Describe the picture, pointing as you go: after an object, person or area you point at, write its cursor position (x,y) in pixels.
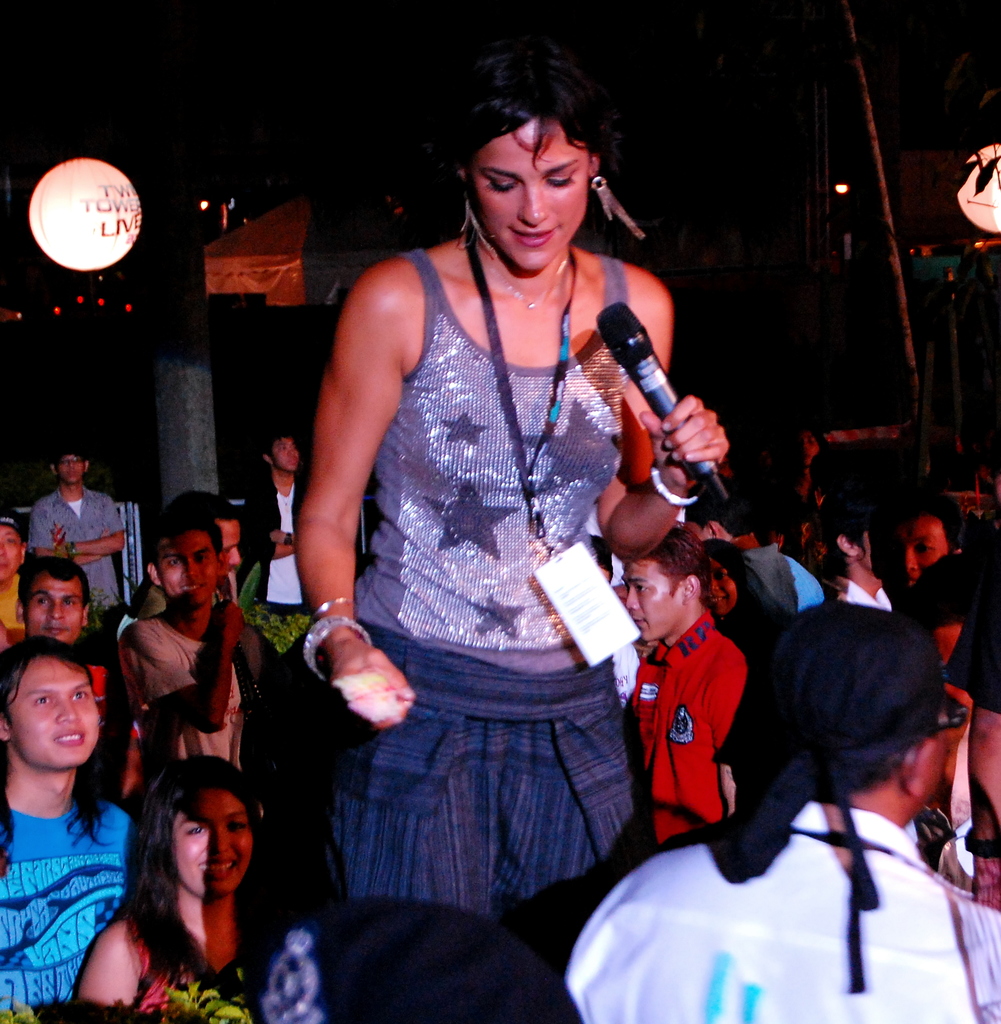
This picture is clicked outside the city. We can see women (395,631) standing and holding microphone (623,310) in her hands (701,403). She is wearing ID card (596,601) and she is smiling. To the right bottom (798,906), we can see a man (785,906) wearing black color cloth (827,690) on his head (870,691) and he is wearing white shirt (658,978). We see many people (74,659) standing on the street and behind them, we see a pillar (169,371) and behind the pillar (181,282), we see a house roof (287,236).
